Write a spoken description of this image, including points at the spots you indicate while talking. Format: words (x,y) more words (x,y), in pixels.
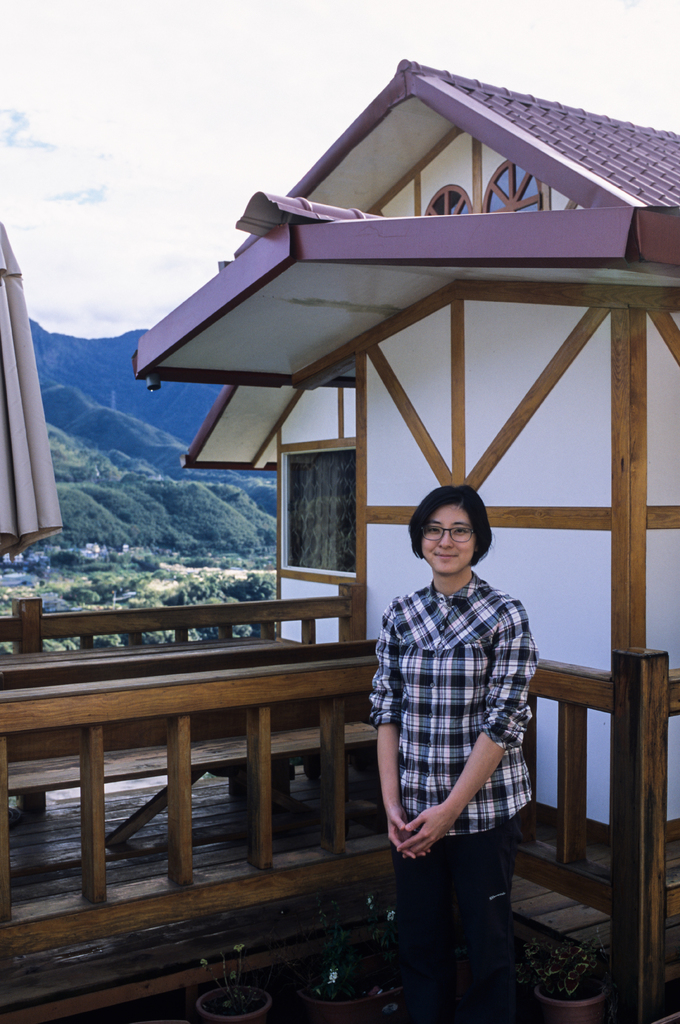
In this image we can see a woman (461,736) wearing a shirt (471,809), trousers (462,858) and spectacles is standing in front of a building (535,504). On the left side (212,626), we can see a wooden railing (181,768) and an umbrella (23,466). In the foreground (562,940) we can see group of plants (544,992). In the background (256,518), we can see a group of trees (152,483) and the sky (139,173).
